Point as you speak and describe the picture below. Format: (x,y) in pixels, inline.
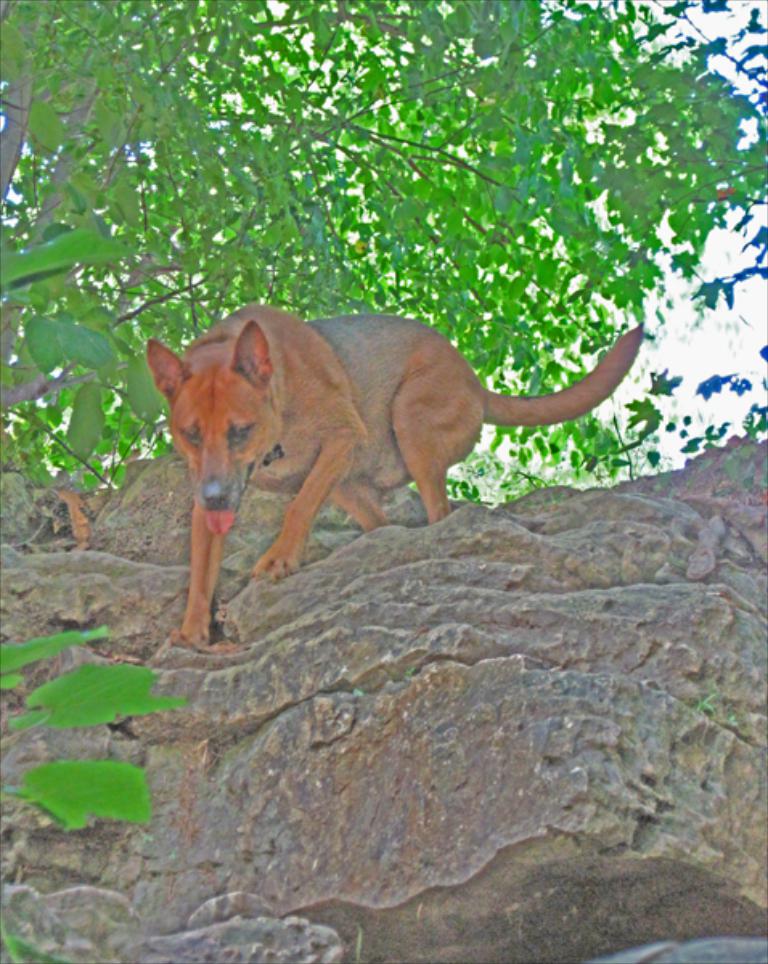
In this image there is a dog (328,468) standing on the stone (319,559). In the background (345,177) there are trees (322,153).
